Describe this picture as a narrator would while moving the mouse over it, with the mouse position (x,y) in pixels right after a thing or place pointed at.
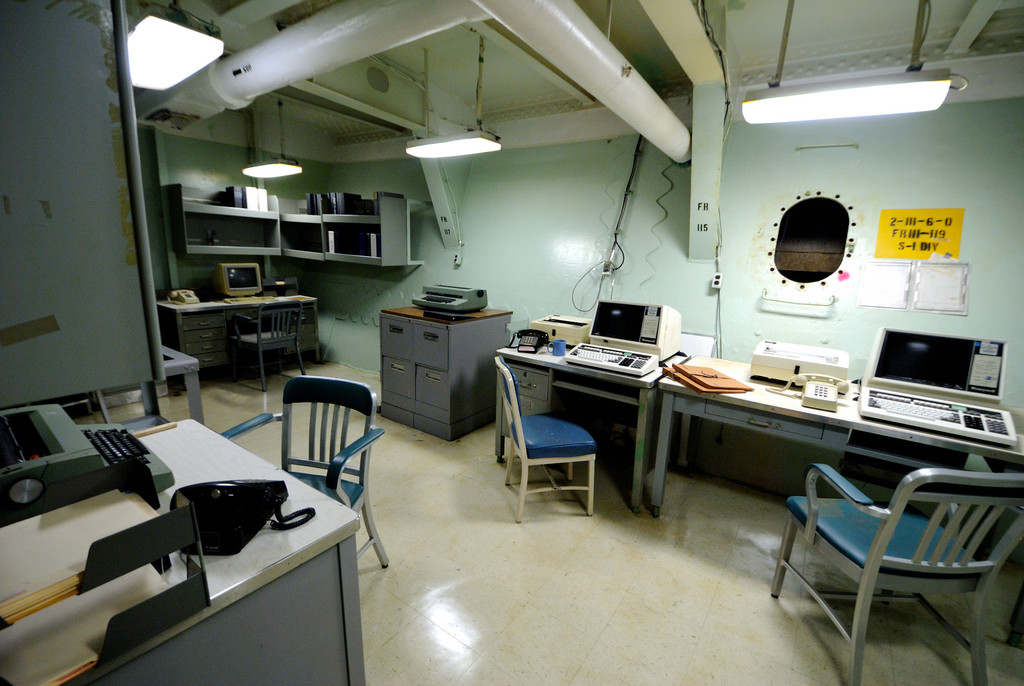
This is inside view of a room (745,639). Here I can see few tables (174,562) on which monitors (928,389), keyboards (944,408), telephones (820,397), files (713,384) and some other objects (160,462) are placed and there are few chairs (517,452) placed on the floor (506,593). On the left side (89,169) there is a board (67,256). On the right side (891,258) there are few posters (912,254) attached to the wall (919,186). In the background (365,240) there is a rack (237,219) in which few objects (378,230) are placed. At the top of the image (847,104) there are few lights (791,115).
